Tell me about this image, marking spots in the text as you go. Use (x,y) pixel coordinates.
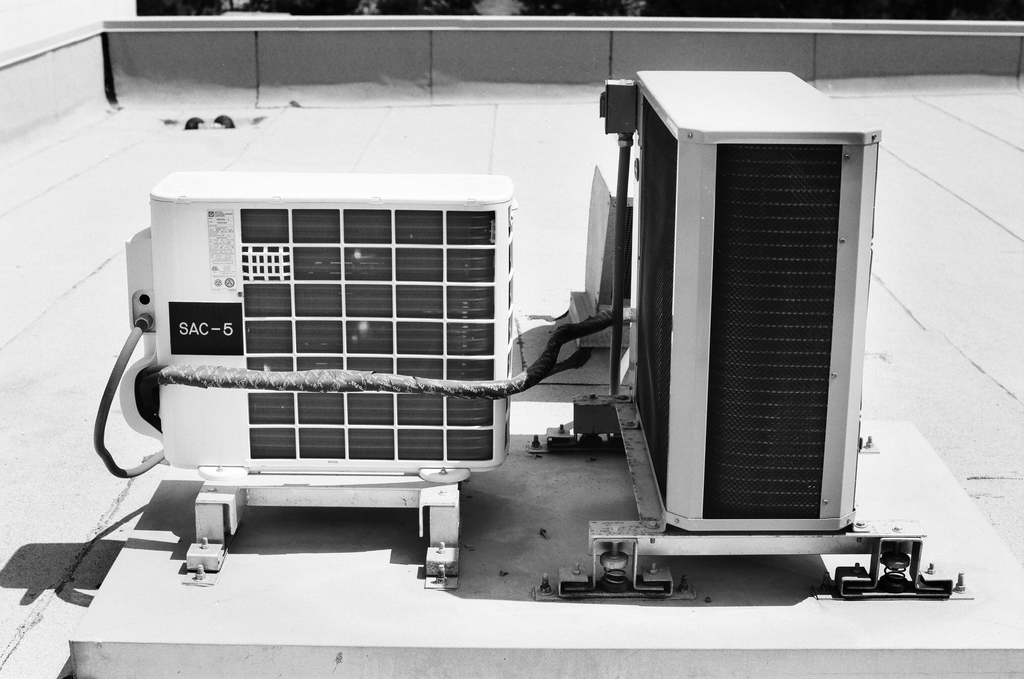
In this picture I can see there is a machine (408,417) and it is attached to the floor (264,596) and it is fixed with iron frame (450,546) and nuts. In the backdrop (613,57) there is a wall (609,29) and this is a black and white image.
